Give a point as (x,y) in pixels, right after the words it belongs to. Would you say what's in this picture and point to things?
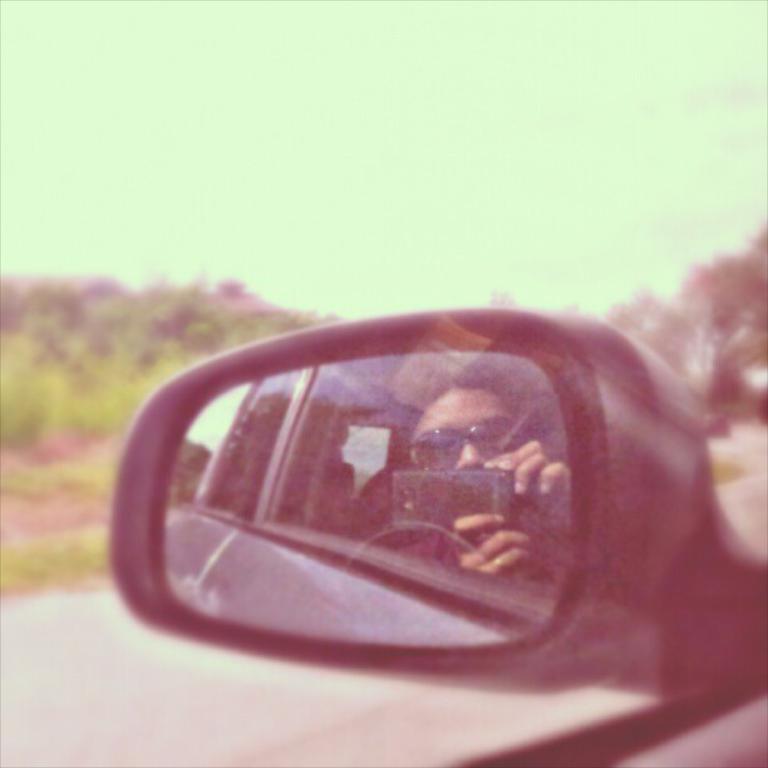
This picture shows a side mirror (377,661) of a vehicle (658,640) and in the mirror (424,487), we see a woman (390,515) holding a mobile (401,505) and she wore sunglasses (450,445) on her face (459,468) and we see trees (722,392).
